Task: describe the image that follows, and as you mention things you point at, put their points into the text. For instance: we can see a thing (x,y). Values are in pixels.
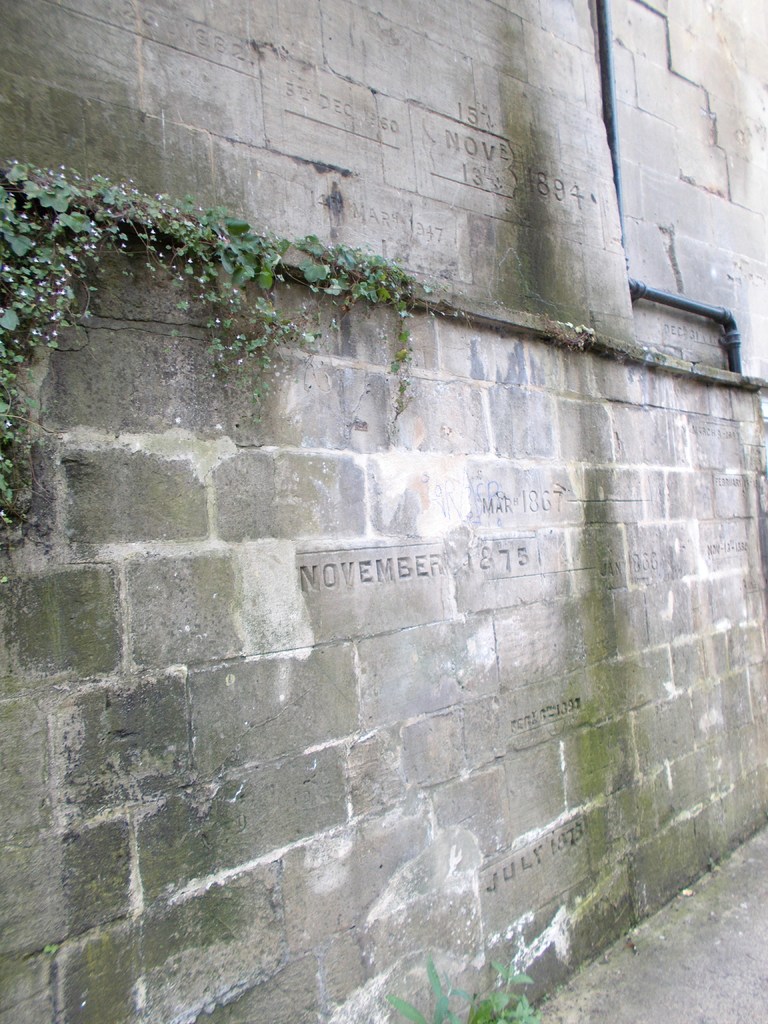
The picture consists of brick wall (284,617), on the bricks (494,527) there is text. On the right (652,298) there is pipe (642,293). On the left (49,331) we can see creepers (257,271) on the wall (166,285).
